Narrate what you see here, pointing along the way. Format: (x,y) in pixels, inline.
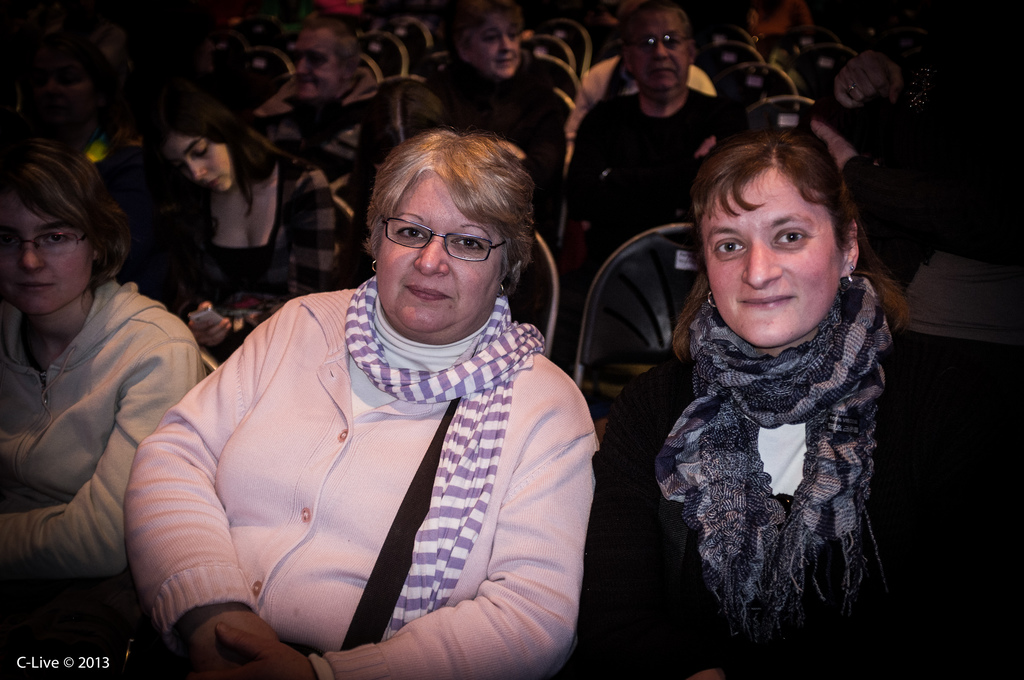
In this picture we can see a few people (244,406) are sitting on the chair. There is a white object (943,278) visible on the right side (958,285). We can see a watermark (44,661), some text (76,667) and numbers (85,666) in the bottom left (40,661).
